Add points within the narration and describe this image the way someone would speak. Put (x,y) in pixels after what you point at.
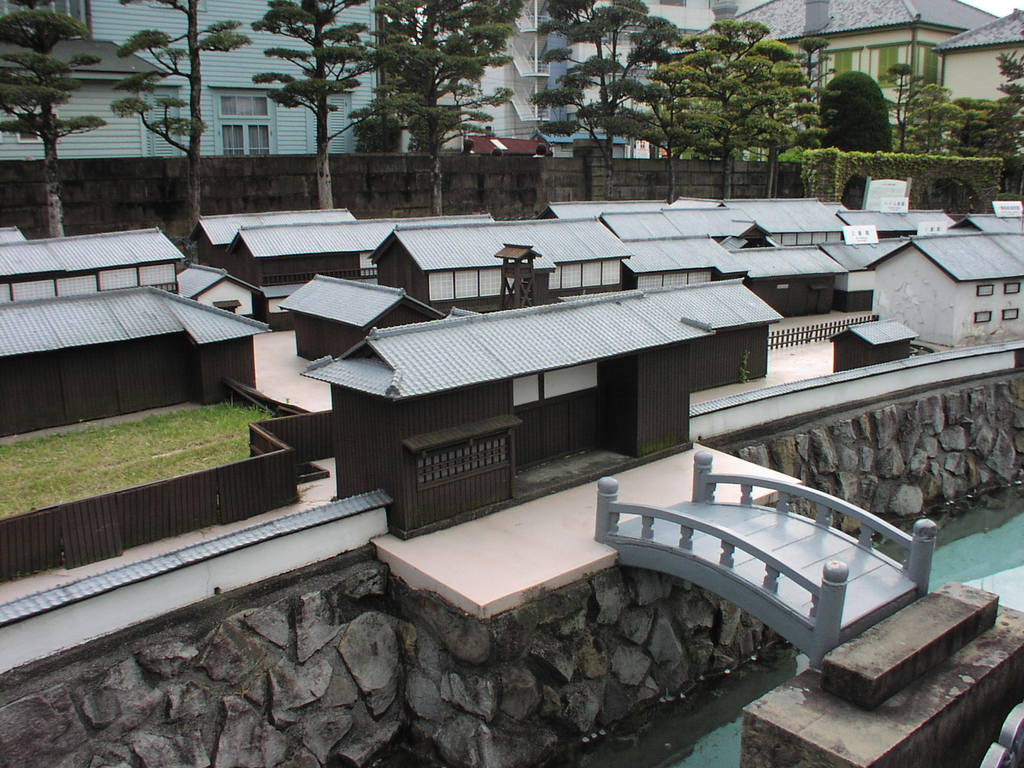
In this picture I can see few miniatures (531,331) and I can see trees (750,137) and few buildings (957,29).
